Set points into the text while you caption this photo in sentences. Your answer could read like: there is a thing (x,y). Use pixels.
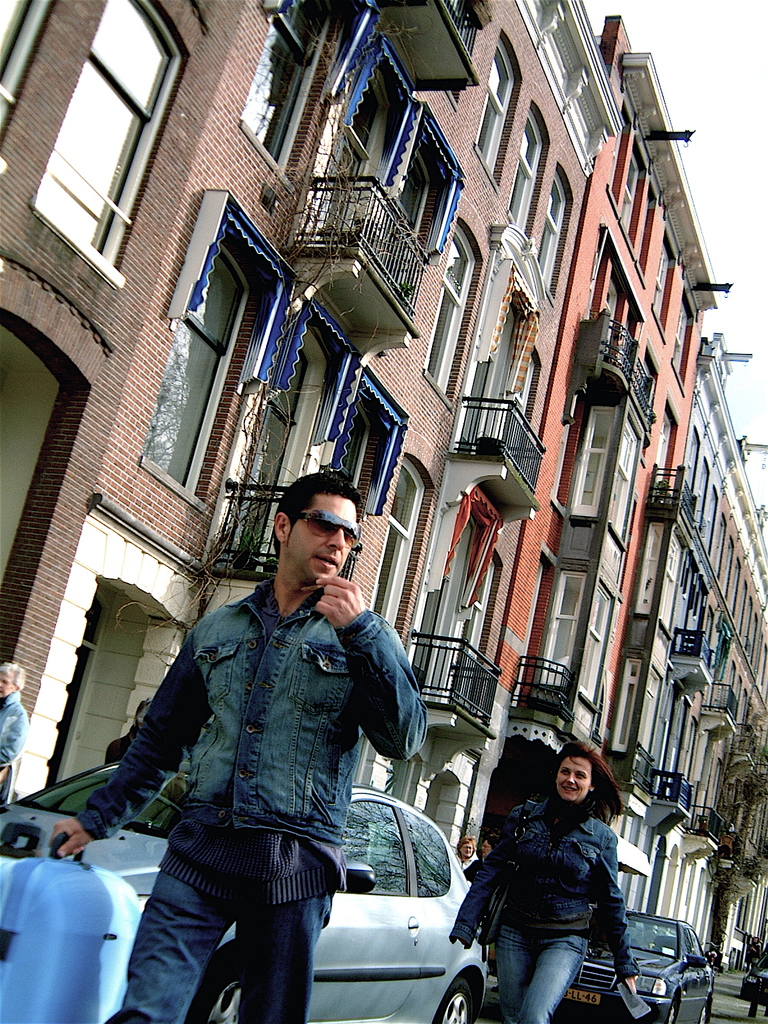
In this picture I can see buildings (560,379) and few (571,960) are walking and I can see cars (426,932) and a man (290,828) holding a suitcase (38,882) in his hand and I can see plants (746,848).
